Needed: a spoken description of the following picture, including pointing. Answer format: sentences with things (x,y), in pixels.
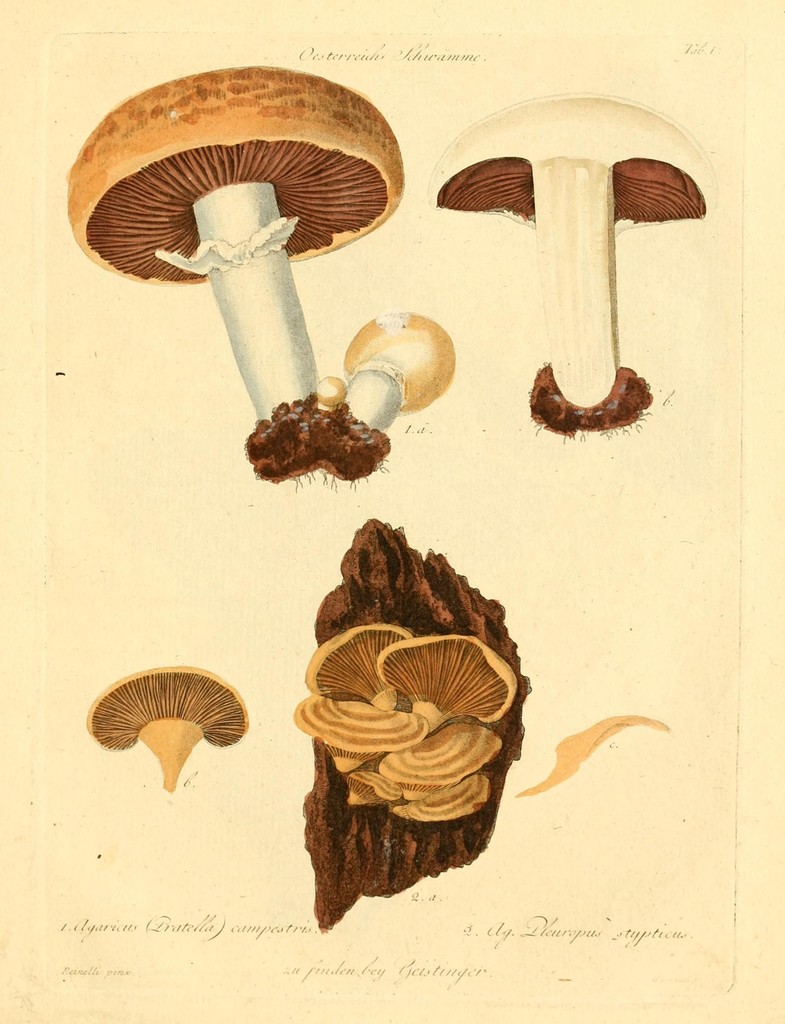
This picture looks like a paper (574,877). In the paper (640,301) we can see mushrooms (363,361) and other objects (428,832). On the bottom (679,938) we can see something is written.
